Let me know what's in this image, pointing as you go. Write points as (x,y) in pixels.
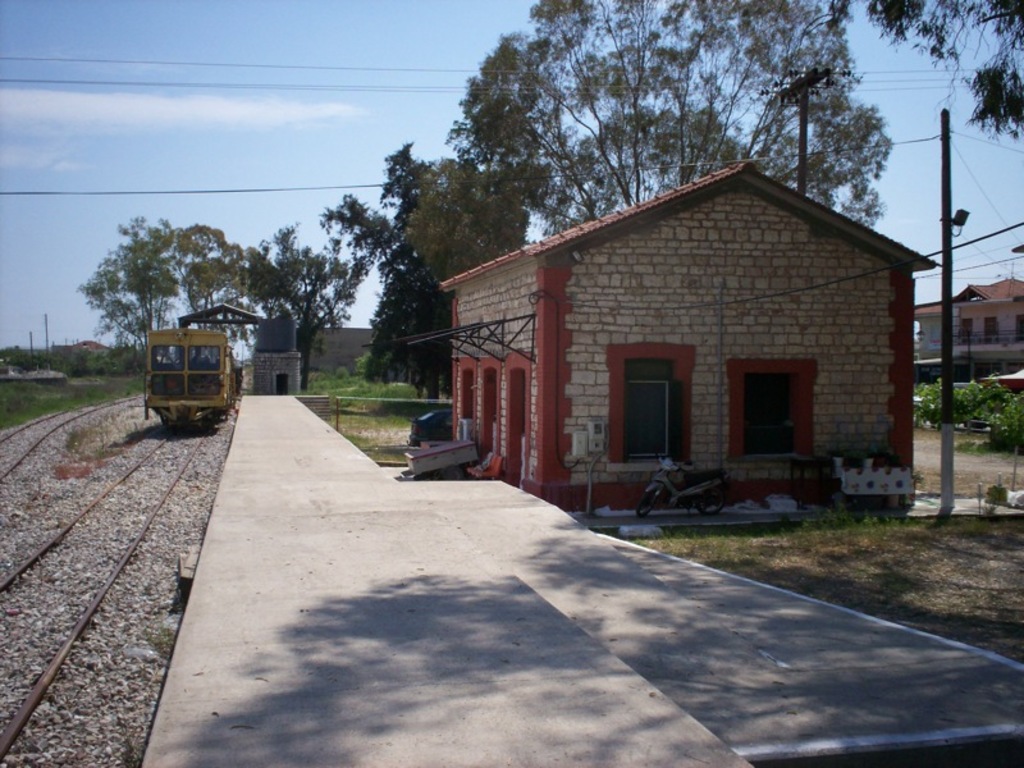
In the image there is a train (173,415) on the track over left side (170,400) with a platform (266,556) in the middle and a home (613,343) on the right side (771,298) followed by trees (474,251) behind it and above its sky (179,125) with clouds (159,123).
